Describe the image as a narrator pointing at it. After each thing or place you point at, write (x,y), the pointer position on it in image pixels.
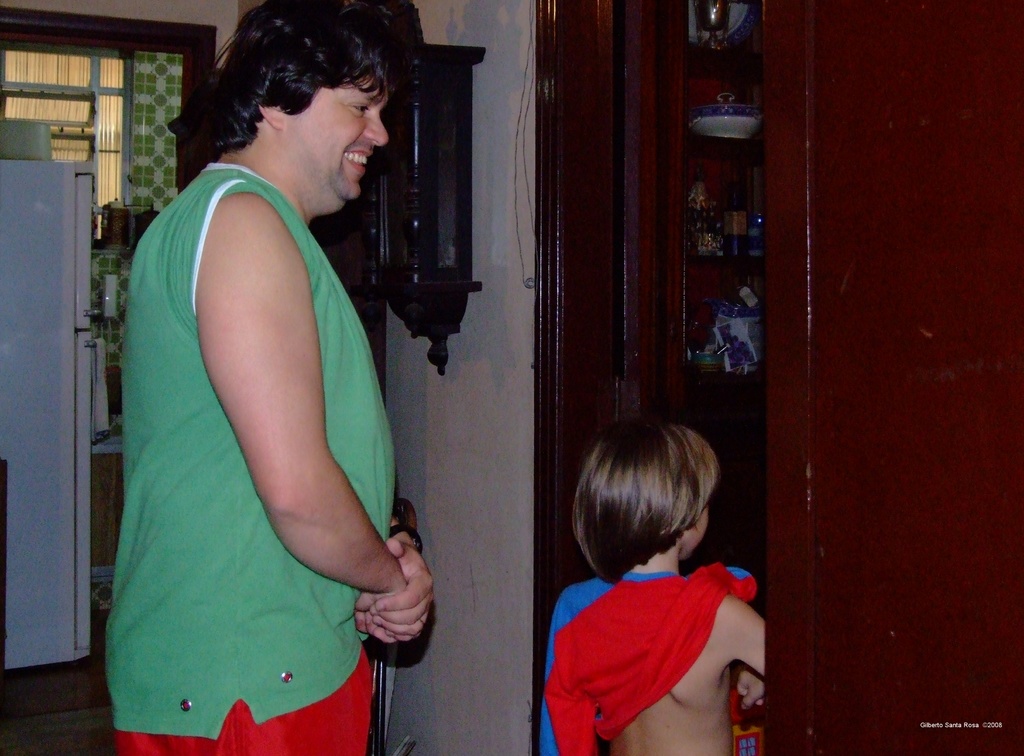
Here in the front (350,388) we can see a person (344,377) standing on the floor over there and in front of him we can see a child (612,636) also present, searching something in the cup board (729,447) present over there and beside them we can see a white colored refrigerator (2,255) and some kitchen items (141,232) present over there and at the top (99,214) we can see window (19,79) with curtains (101,101) present over there.
